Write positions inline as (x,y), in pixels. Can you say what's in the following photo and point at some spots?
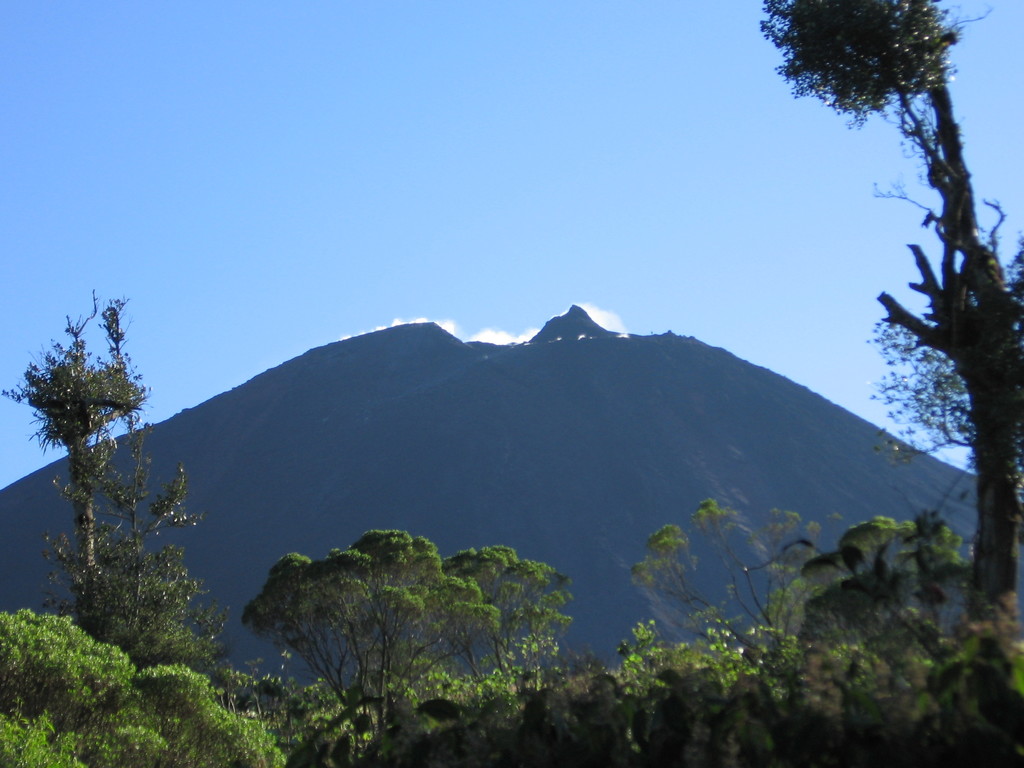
In this image we can see there are trees (514,579) and at the back (507,441) we can see the mountain (564,434) and the sky (461,166).
